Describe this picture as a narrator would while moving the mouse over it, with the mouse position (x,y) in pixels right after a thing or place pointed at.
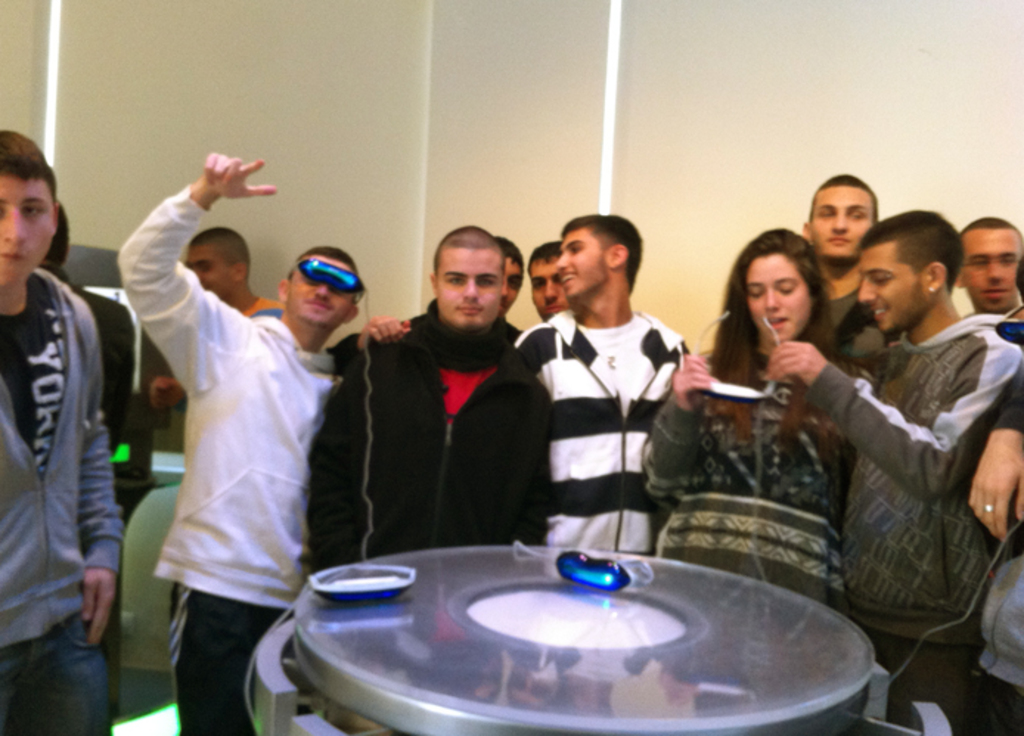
At the bottom of the image (390,619) there is a table (574,637). On the table (574,637) we can see 3d glasses (336,583). In the center of the image (469,366) a group of people (415,449) are standing and a man (304,296) is wearing 3d glasses (326,266) and two persons (843,399) are holding 3d glasses (735,396). In the background of the image (395,271) we can see a chair (173,494), wall (511,179). At the bottom of the image (162,718) we can see the floor (144,699).
